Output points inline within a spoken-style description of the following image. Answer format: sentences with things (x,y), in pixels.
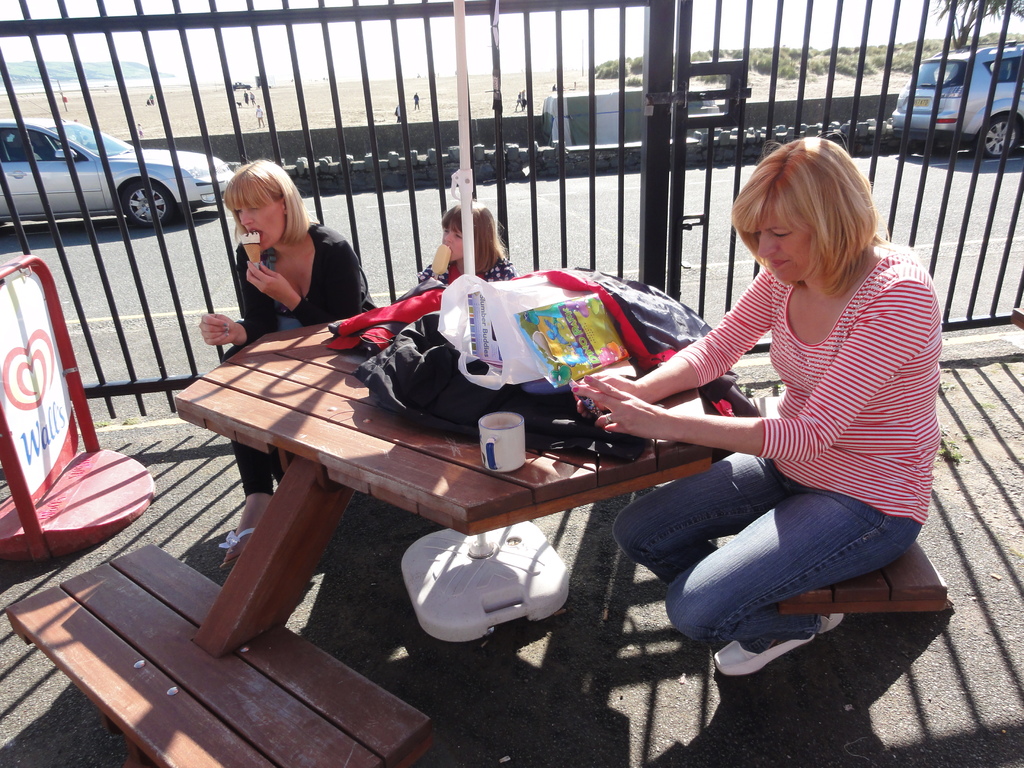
There is a table (289,498) attached chair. On this table (382,424) there are some wrappers (537,326), bag (463,323), cup (507,436). One lady (788,482) is sitting on the chair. And a girl (453,263) sitting near the table (538,476) is eating ice cream (440,261). And a lady (319,289) wearing black dress (319,261) is also eating ice cream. There is a sign board (73,391). Behind them there is a grill (304,133) and road (713,227) and vehicles (204,203) are passing on this road (425,260).
